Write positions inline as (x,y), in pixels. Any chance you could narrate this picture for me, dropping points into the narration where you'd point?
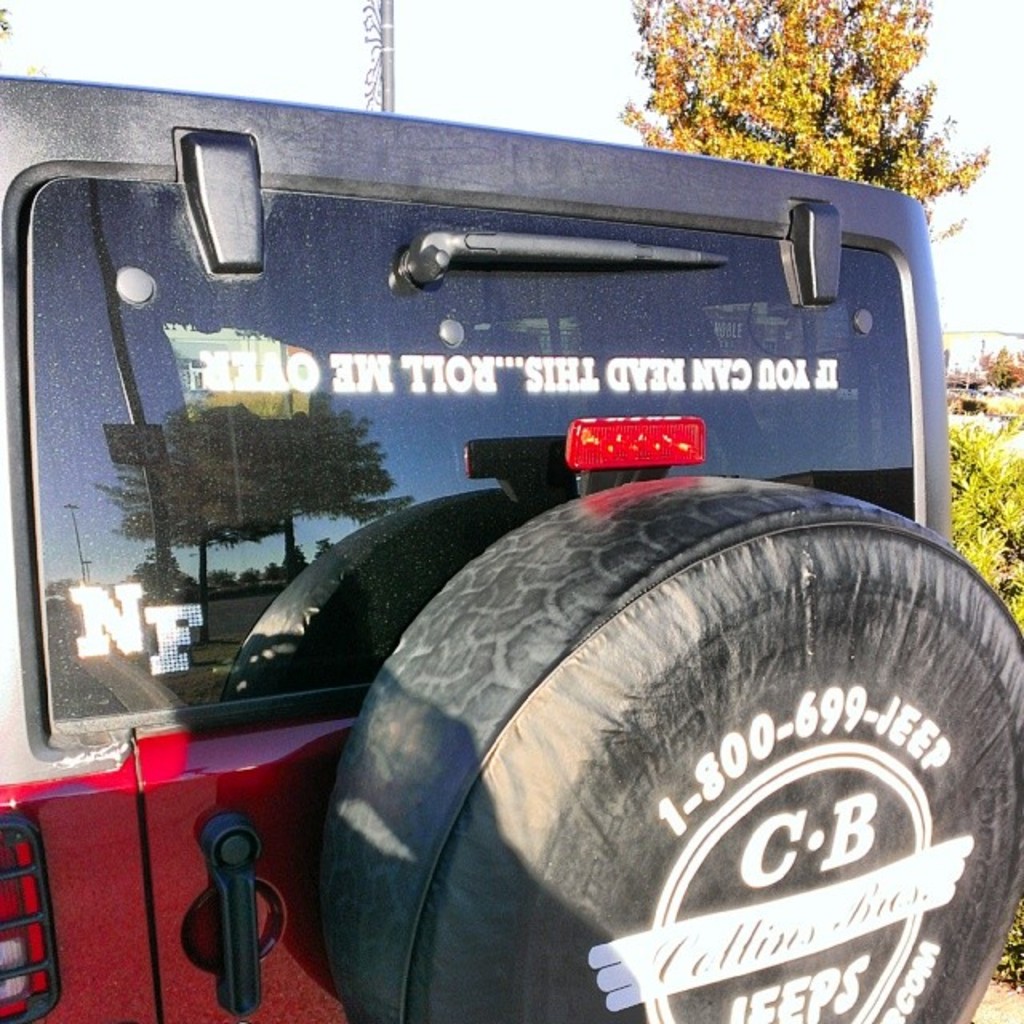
In the center of the image (682,482) there is a car (47,802). In the background of the image (758,84) there are trees (778,87) and sky (497,32).
